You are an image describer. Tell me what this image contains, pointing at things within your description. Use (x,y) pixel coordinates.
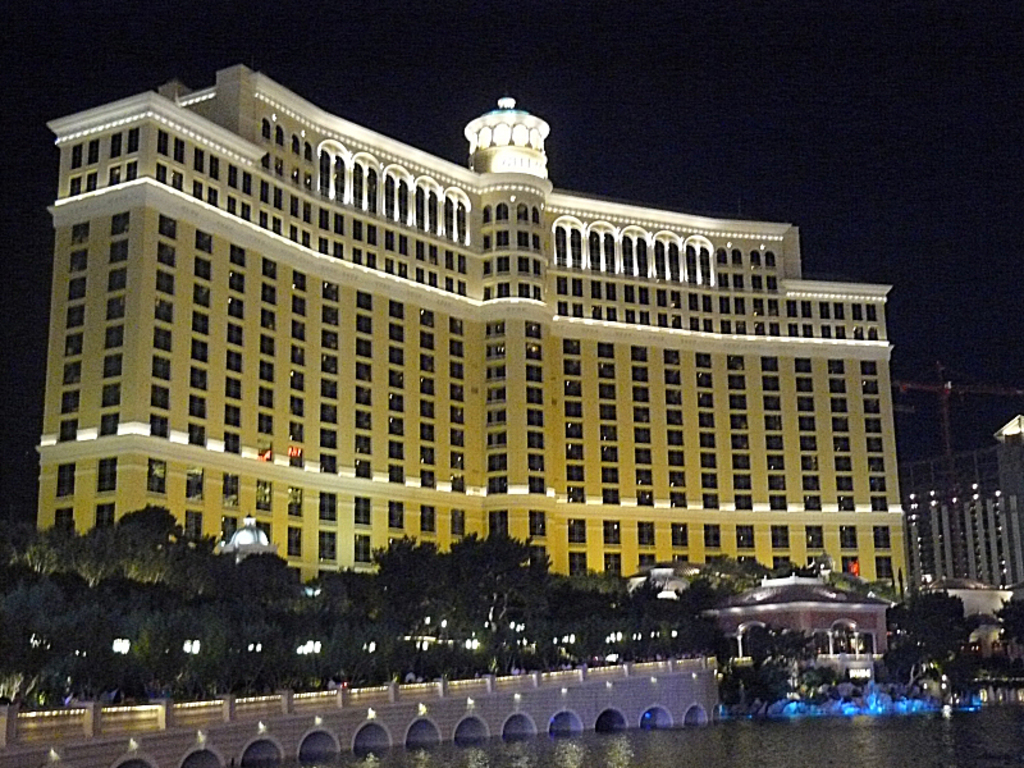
In this image in the front (692,748) there is water (724,748). In the center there is a bridge (422,685) and there are trees (429,602) and in the background (614,431) there are buildings (718,446).
